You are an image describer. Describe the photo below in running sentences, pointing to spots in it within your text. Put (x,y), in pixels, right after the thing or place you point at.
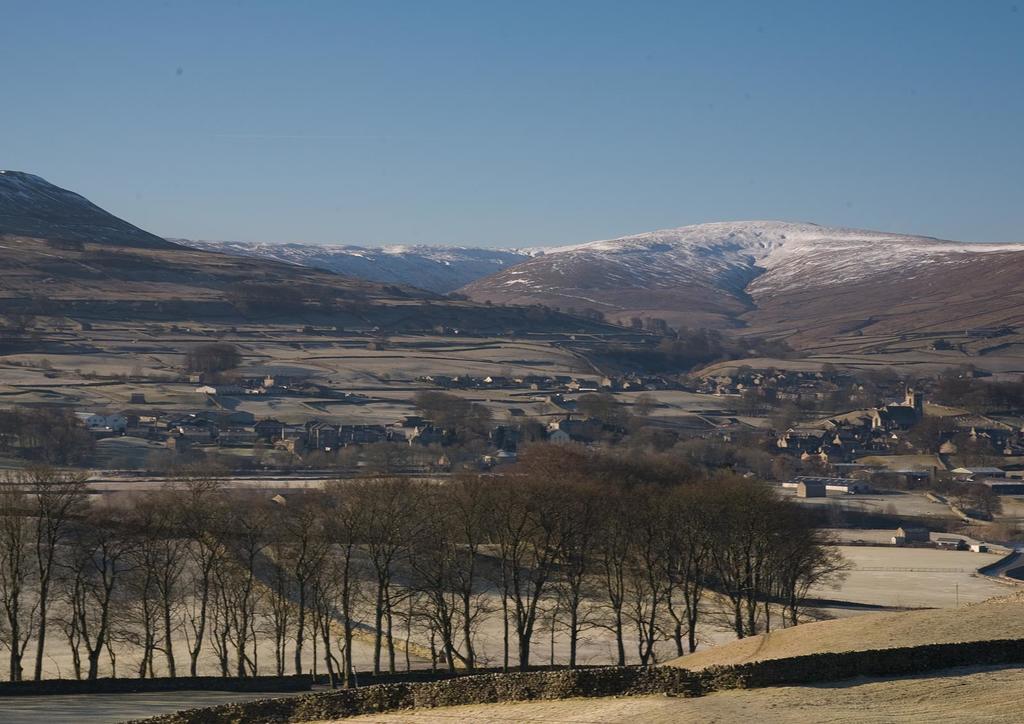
In this image I see the trees (743,468) and I see number of buildings (953,475) and I see the ground (912,697). In the background (74,199) I see the mountains (572,291) and I see that it is white over here and I see the blue sky (526,148).
